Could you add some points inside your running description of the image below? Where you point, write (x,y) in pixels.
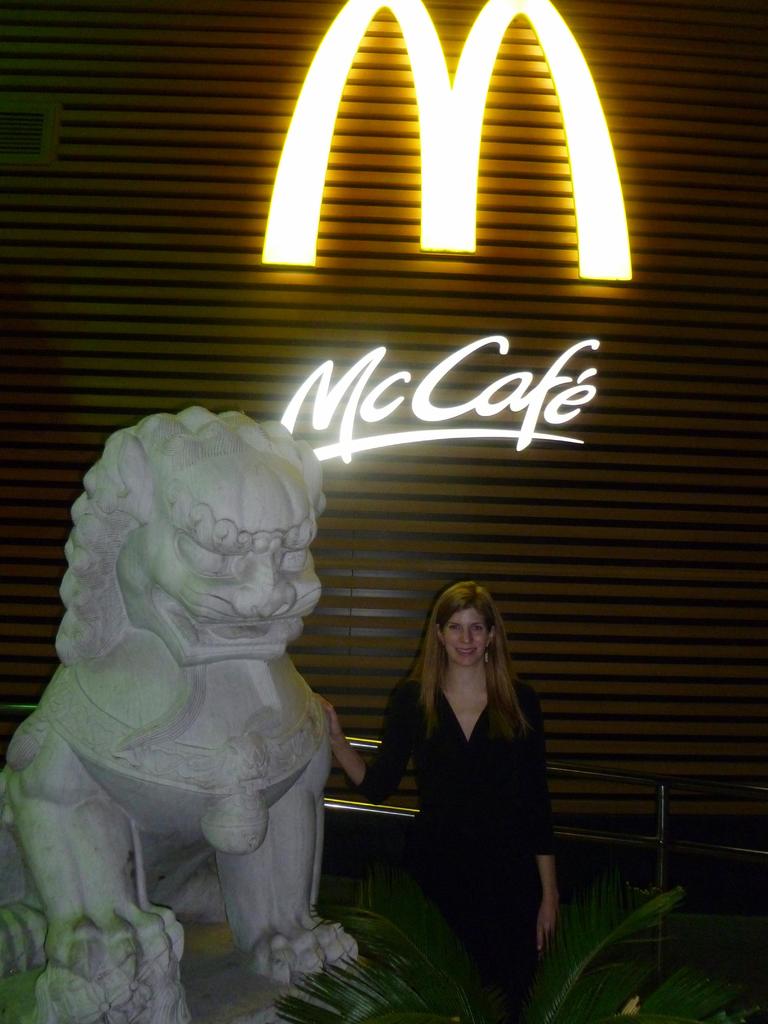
In this image there a woman (462,695), she is wearing black dress (474,786), beside that woman (391,737) there is a statue (70,598) of a lion (319,808) by holding that she is giving pose to a photograph, in the background (465,6) there is wall (670,765), in front of her there is a plant (409,1000).
